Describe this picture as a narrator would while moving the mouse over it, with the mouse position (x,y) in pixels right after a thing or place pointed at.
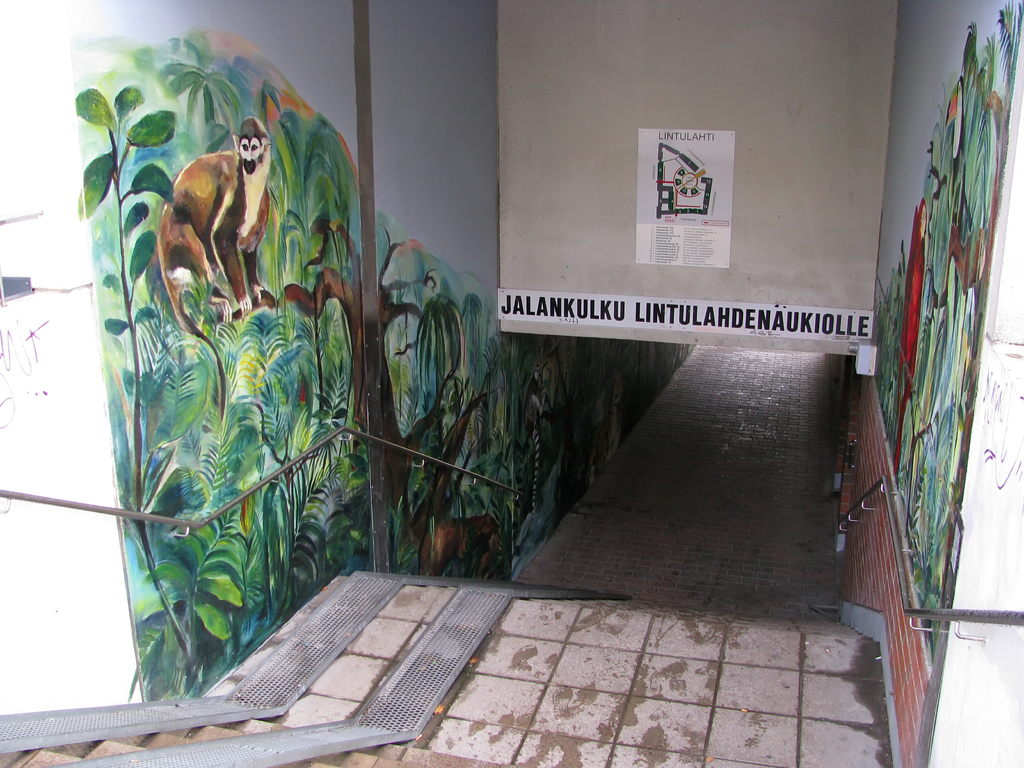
In the foreground of image (614,623), there is a path (575,582) and on either side, there are paintings (940,412) on the wall (991,448) and we can also see railing (906,594). At the top (707,251), there is poster (715,223) and text (687,311) on the wall (739,129).
